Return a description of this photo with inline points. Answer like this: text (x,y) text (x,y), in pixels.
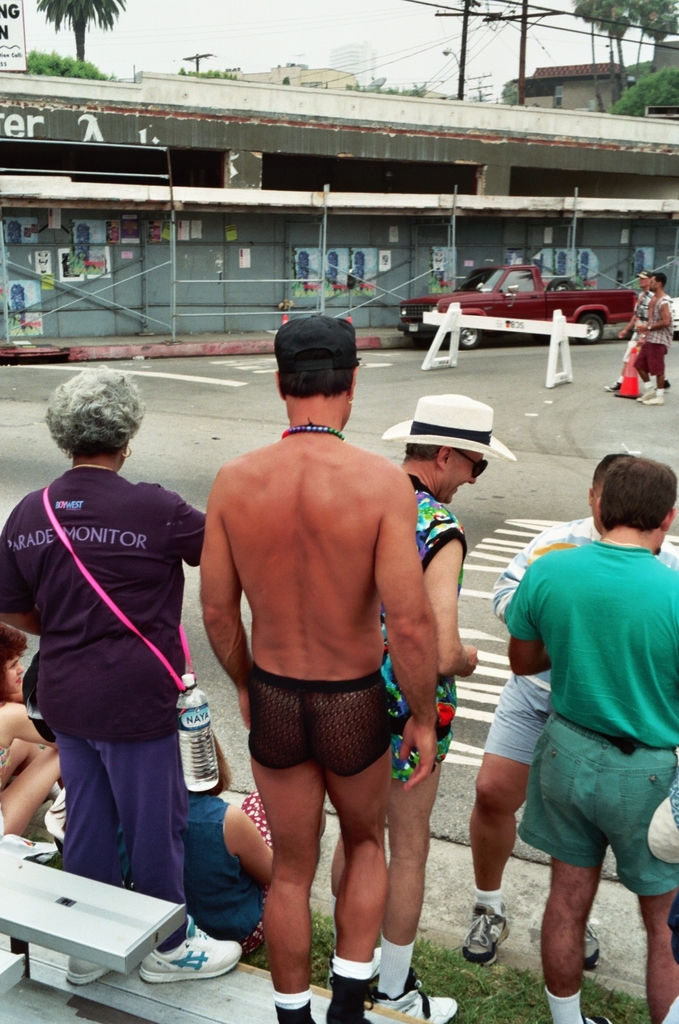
In this image I can see there are persons (324,600) standing on a stairs (136,972) and there is a bench (111,893). And few persons (640,344) walking on the road (554,407) and holding a bag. And there is an object (553,343) on the road (435,375) and a truck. And at the side there is a building (111,274) and a current pole (547,14). And there are trees (618,18) and a sky (223,45).
